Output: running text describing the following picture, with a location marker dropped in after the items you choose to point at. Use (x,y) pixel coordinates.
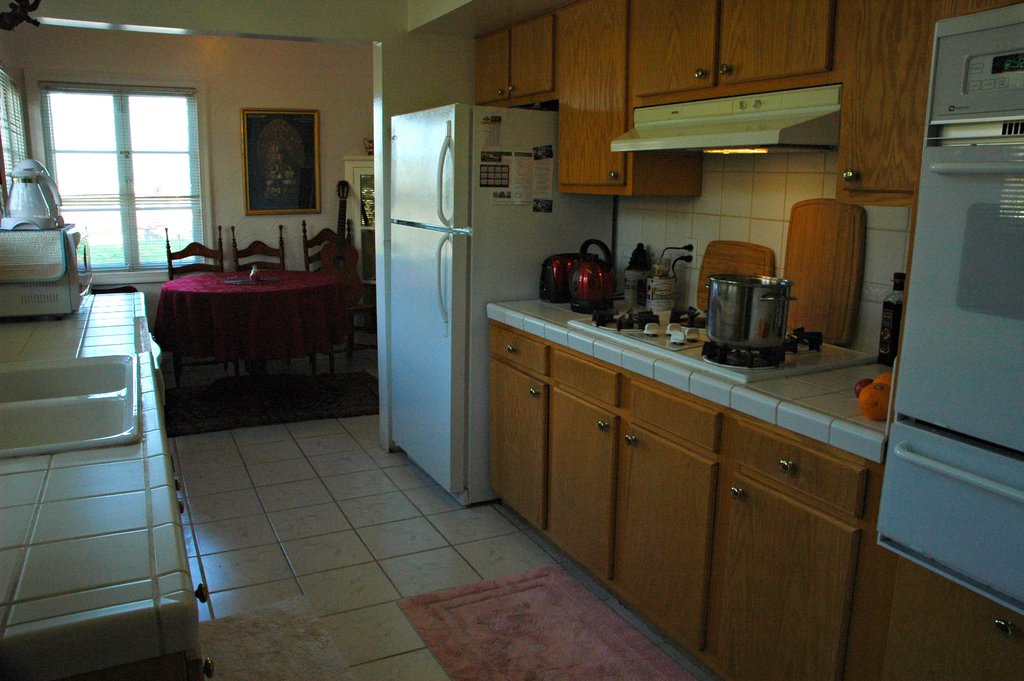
In this image, we can see the interior view of a room (425,364). We can see the ground (415,589) with some mats (508,617). We can also see the wall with a frame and some windows (154,260). We can see a table (237,311) covered with a cloth (282,303) and some objects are on it. We can see some chairs (275,251) and the refrigerator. We can also see an object (1004,100) on the right (1018,89). We can also see some cupboards (737,58) and some objects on the kitchen platform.
